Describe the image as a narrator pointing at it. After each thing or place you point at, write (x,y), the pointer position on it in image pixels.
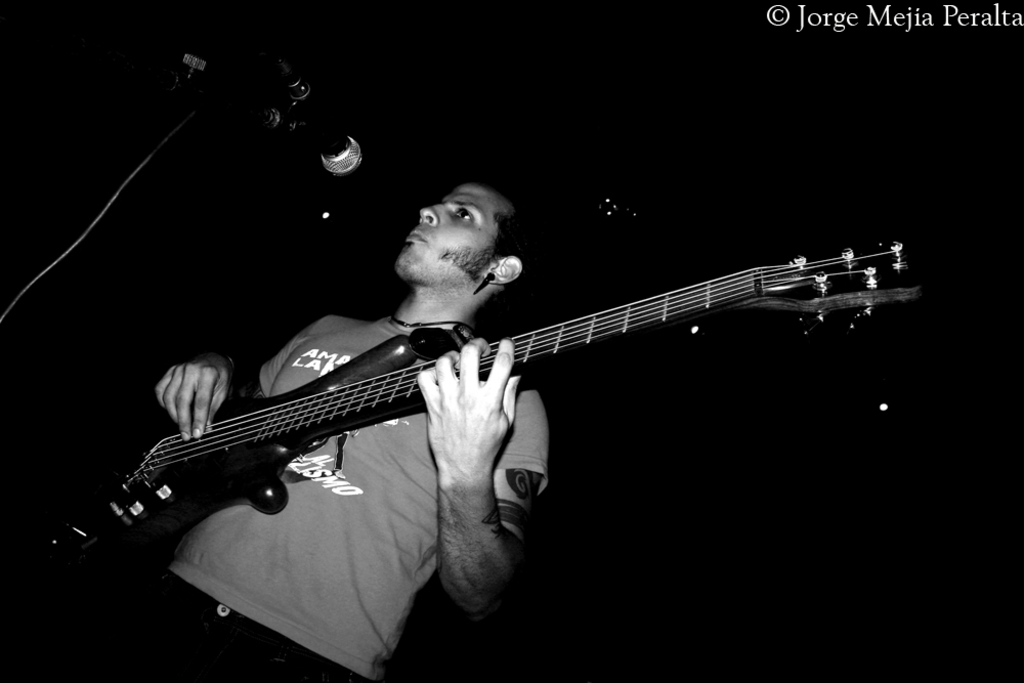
This is a black and white image. In the middle of this image (432,331), there is a person (425,305) with a T-shirt (409,488), standing, holding guitar (600,328) and playing in front of a mic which is attached to a stand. In the background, there are lights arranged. And the background (329,193) is dark in color.
